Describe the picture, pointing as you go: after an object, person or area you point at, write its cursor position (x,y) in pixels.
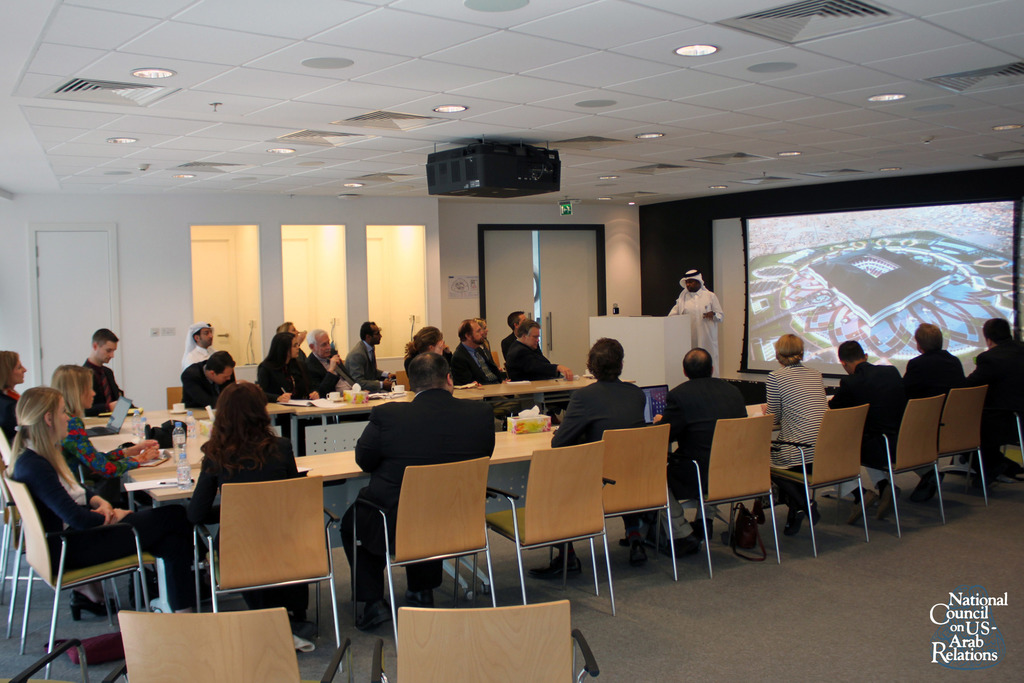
this is an image clicked inside the room (518,192). It seems like a meeting hall (278,516). Few persons (357,448) are sitting on the chairs (280,507) around the table (525,437). There is a person (683,305) standing at the podium (679,331). On the top of the image (469,144) there is a projector (497,176). On the right side of the image (828,260) there is a screen (865,305). The people (851,381) who are sitting on the chairs (304,500) are looking at the screen (820,290).
